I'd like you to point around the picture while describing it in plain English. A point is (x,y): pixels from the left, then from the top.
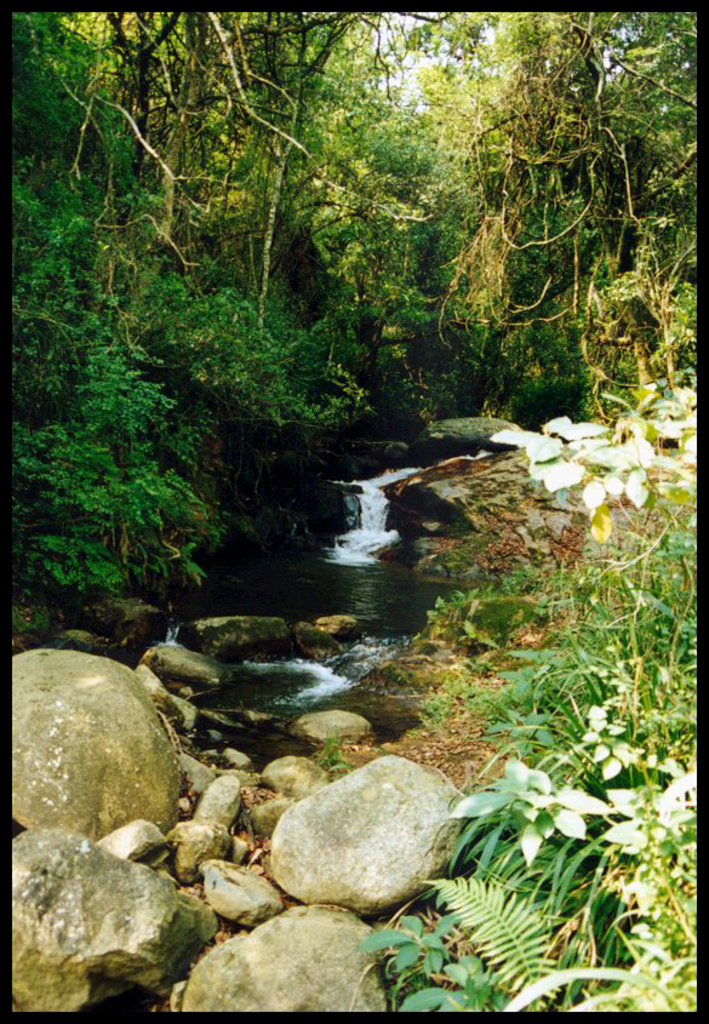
In this image there is a waterfall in the middle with some stones (29,874) and trees (85,63) around.
